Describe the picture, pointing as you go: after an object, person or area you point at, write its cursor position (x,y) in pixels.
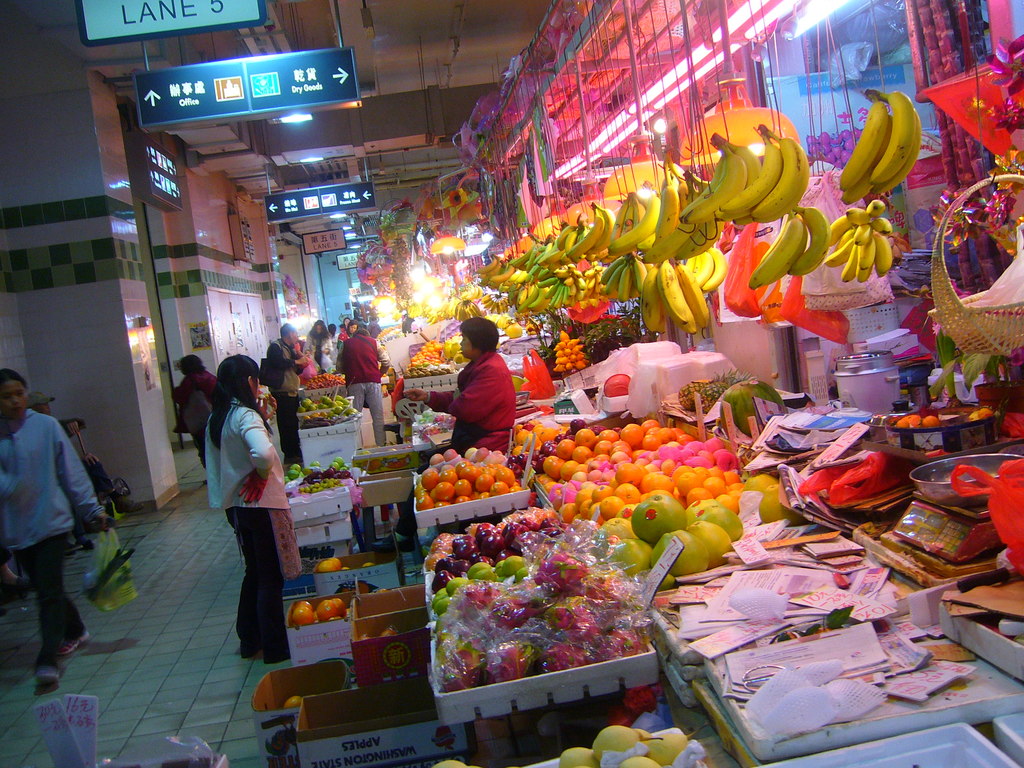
In the center of the image (486,420) we can see women (486,437) at the store (384,487). On the right side of the image (811,625) we can see fruits (698,237), cookers (867,388), papers (821,652), fruits (726,491) and vegetables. On the left side of the image (1,470) we can see persons (193,430) on the floor (14,623). In the background (96,99) we can see lights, name boards (367,198) and wall (274,297).
